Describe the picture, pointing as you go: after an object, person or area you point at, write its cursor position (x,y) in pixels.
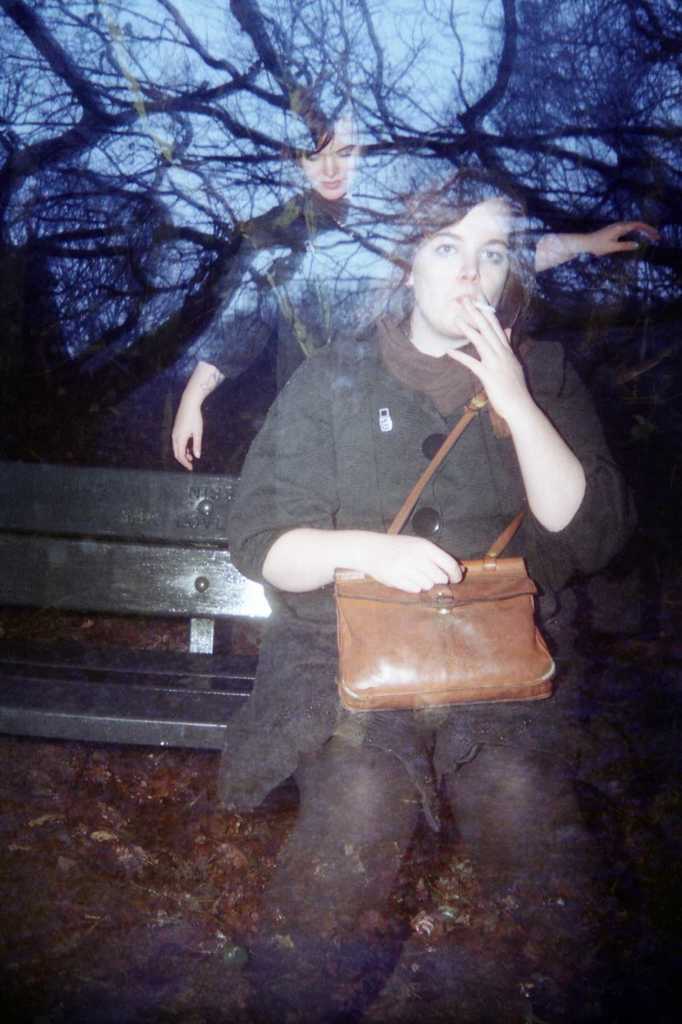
In this image there is a woman (305,539) sitting on the bench (60,662) by holding the bag (394,592) with one hand (388,543) and holding the cigarette (489,305) with another hand (480,315). In the background (299,255) there are trees (266,140).
